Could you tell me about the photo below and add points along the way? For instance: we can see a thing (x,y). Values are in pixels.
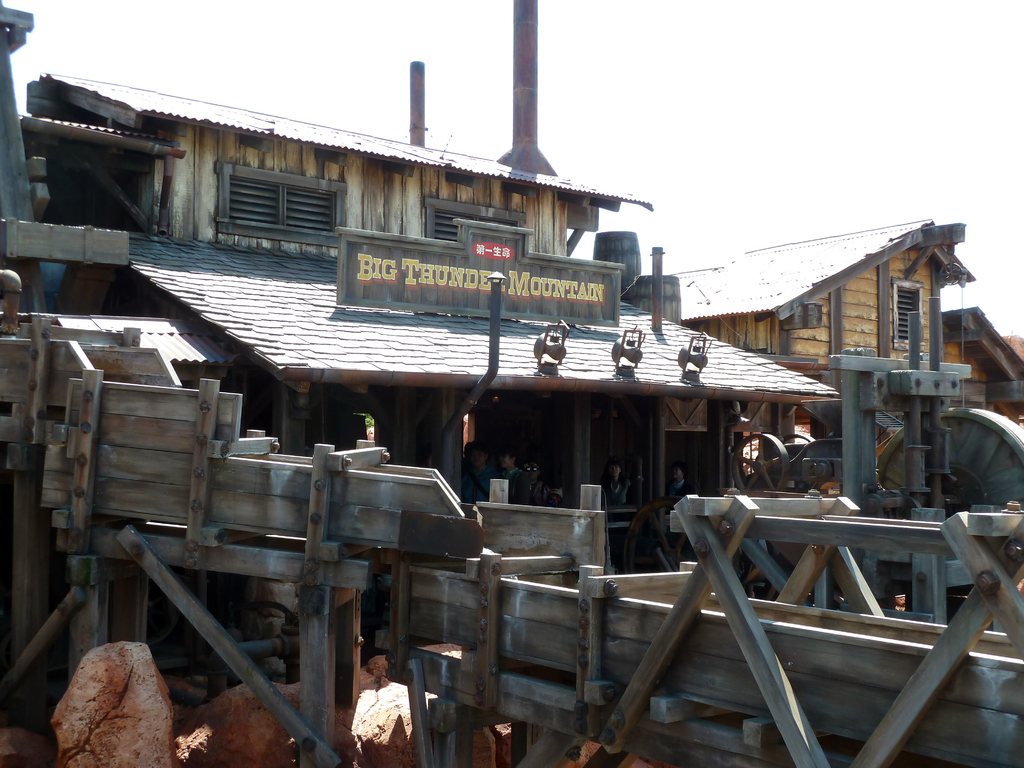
There are stones (264,748) and wooden boundary (1010,643) in the foreground (377,699) and houses (605,352) and a machine (851,367) in the center (546,260), there is the sky (354,11) in the background (563,11).
